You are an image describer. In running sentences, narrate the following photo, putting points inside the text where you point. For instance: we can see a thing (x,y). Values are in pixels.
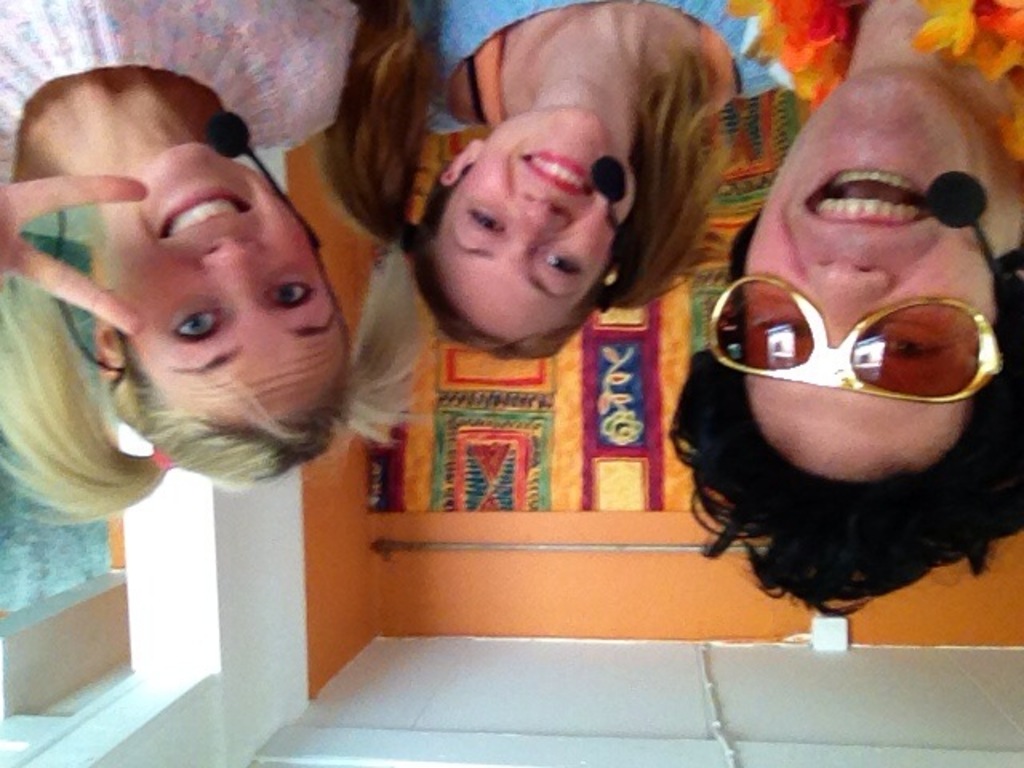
In this image I can see three persons (451,276). In the background (729,593) I can see the wall (763,615) in orange color and I can also see the multi color cloth (421,474).
